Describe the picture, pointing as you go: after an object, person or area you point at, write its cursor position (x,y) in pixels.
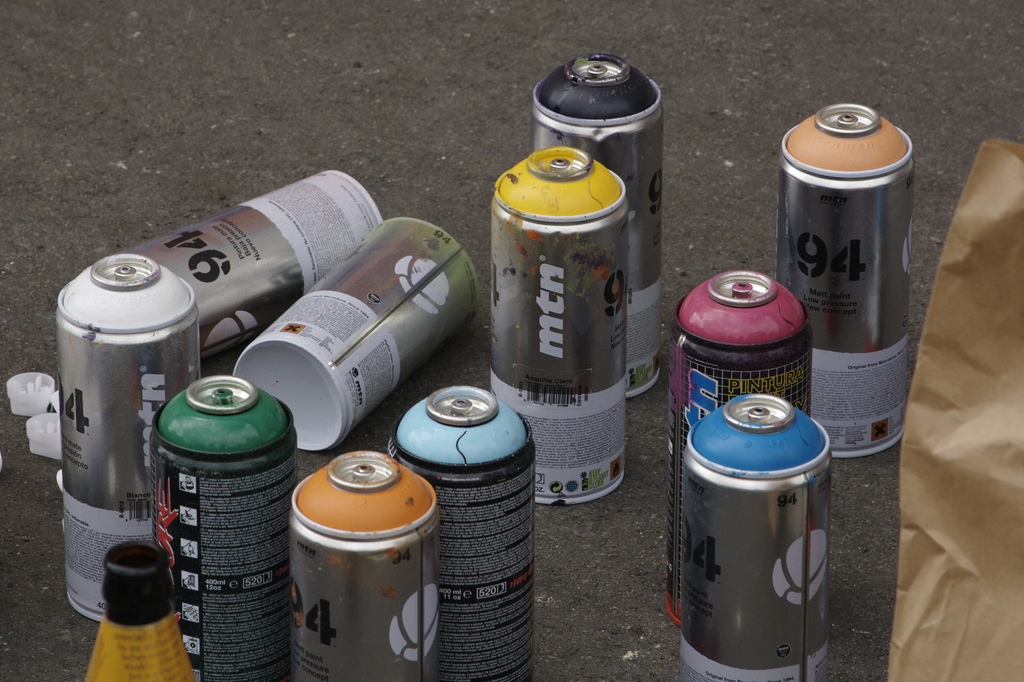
In this picture we can see a few bottles (267,224) on the path (332,162) and a cover (1015,343) on the right side (930,657).
